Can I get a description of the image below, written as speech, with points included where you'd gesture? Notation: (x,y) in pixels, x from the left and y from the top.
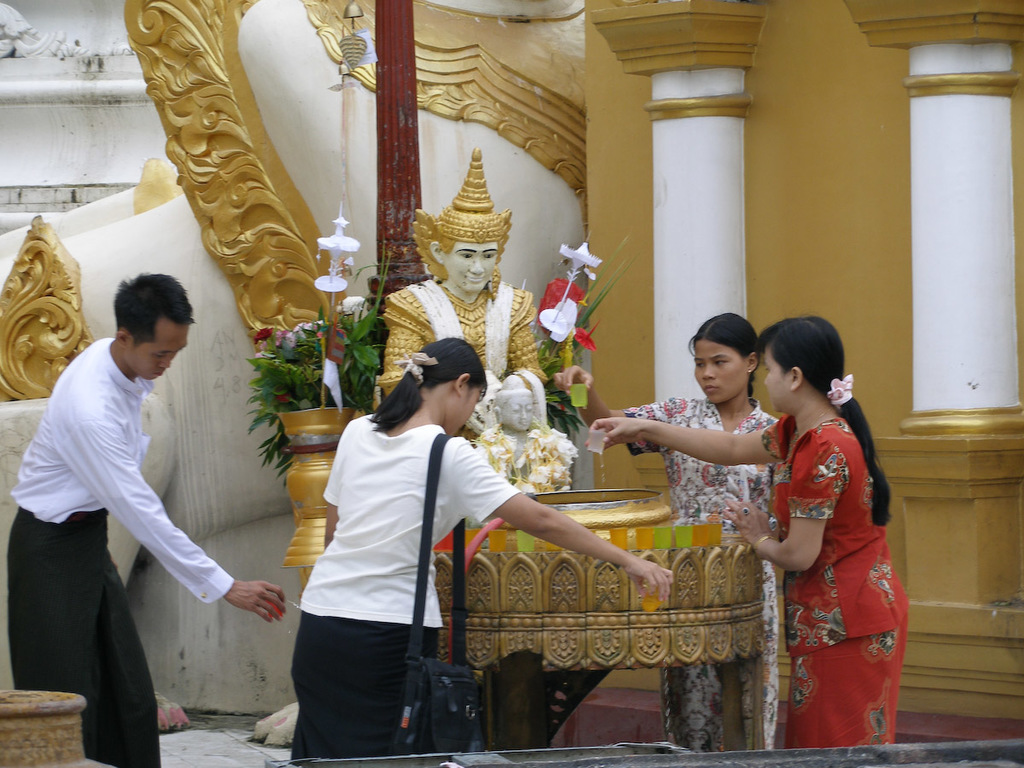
In this image we can see four persons (412,518) standing on the floor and holding the objects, there are statues (520,339) and pillars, also we can see the wall (762,120).
